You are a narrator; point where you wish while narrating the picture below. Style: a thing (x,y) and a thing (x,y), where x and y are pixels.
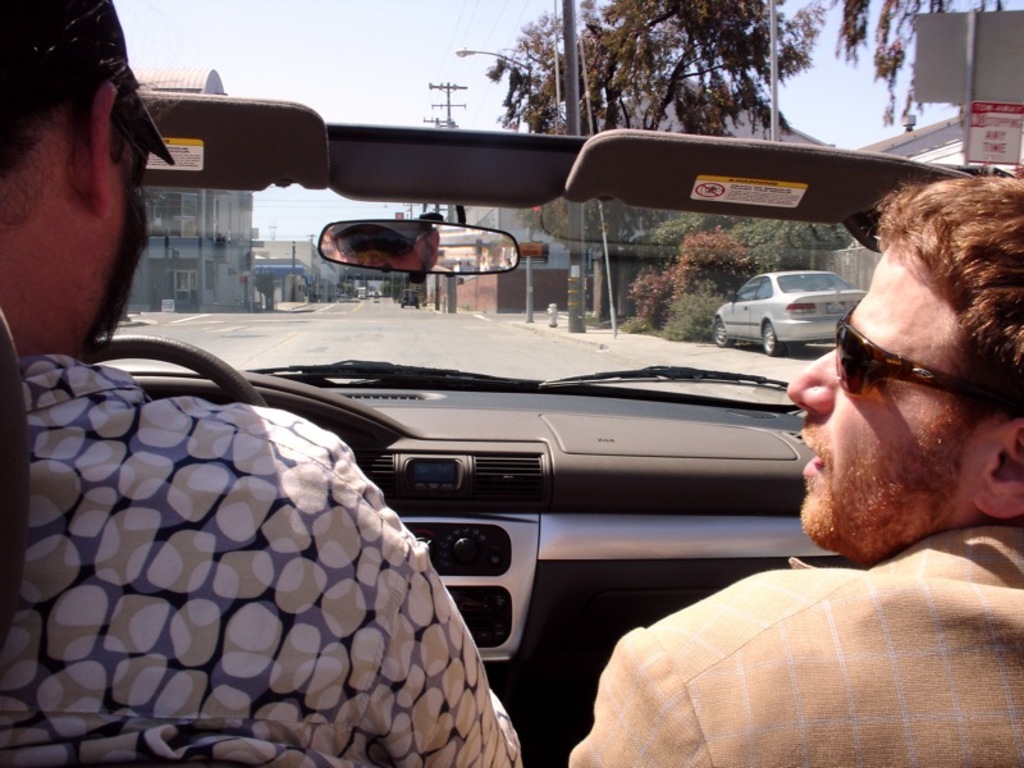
Here we can see two people (844,551) sitting in a car (543,607) this the guy (439,611) on the left (217,617) is driving the car (180,382) and in the front (568,289) we can see trees (550,111), light poles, electrical poles (442,88) and the sky (356,66) is clear.
